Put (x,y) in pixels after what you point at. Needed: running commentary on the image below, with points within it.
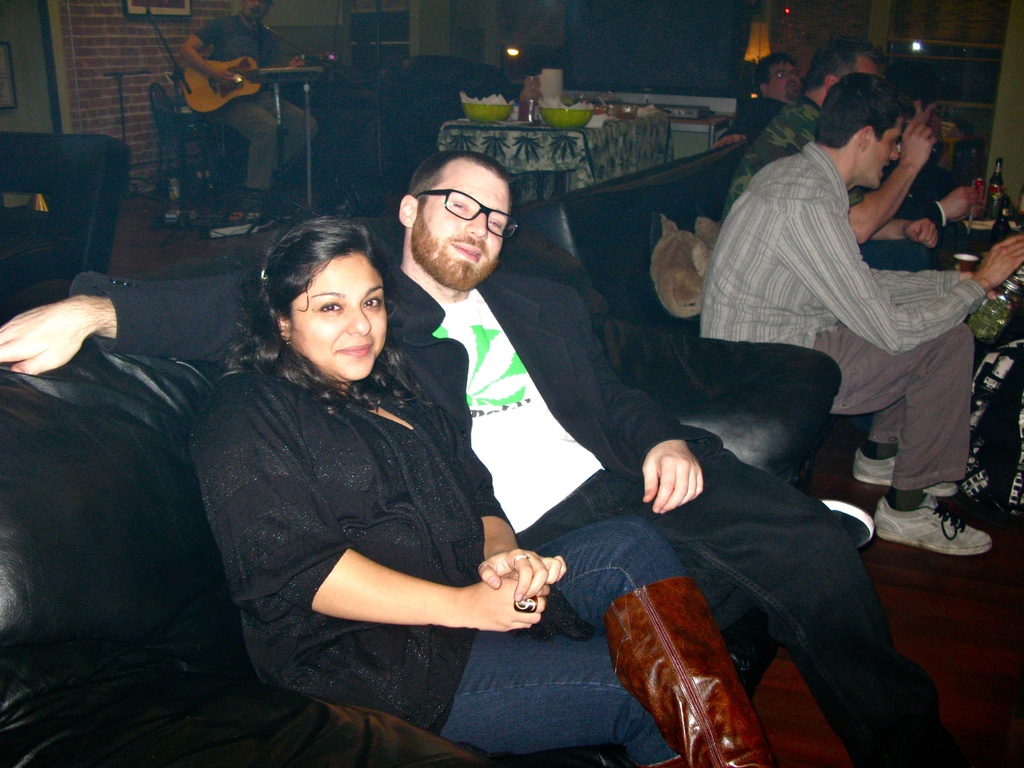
In the center of the image (409,366) a lady (377,496) and a man (468,385) are sitting on a couch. At the top of the image (615,126) there is a table (531,126). On the table (558,132) we can see bowls (584,118), papers (602,123), bottle (527,98) and some objects (603,110) are there. On the right side of the image (835,201) some persons (835,223) are sitting on a couch (688,324) and we can see doll (699,258) and bottles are there. At the top left corner (259,98) a man (251,130) is playing a guitar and we can see wall (131,56), photo frame (173,7), lights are there. At the bottom of the image (824,738) floor (803,725) is there.
